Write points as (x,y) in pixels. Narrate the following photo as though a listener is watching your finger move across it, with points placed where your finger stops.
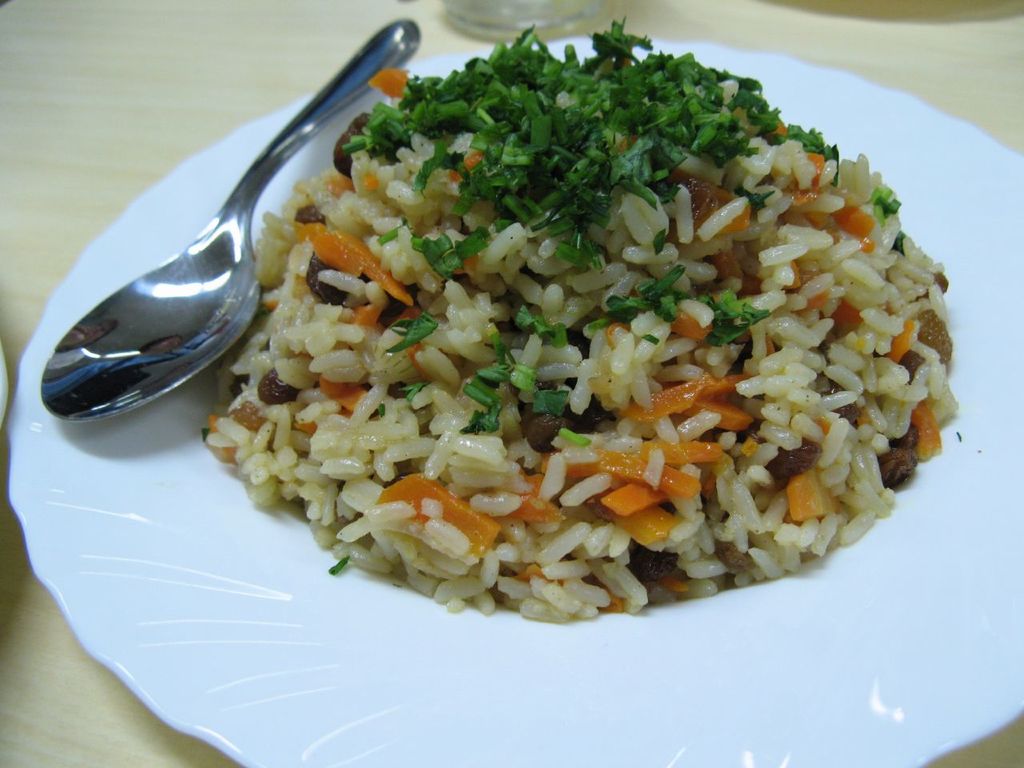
In the center of the image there is a table (845,17). On the table (240,64) we can see glass (579,17), plate (342,612) of food item (458,348) with spoon (208,319) are there.
